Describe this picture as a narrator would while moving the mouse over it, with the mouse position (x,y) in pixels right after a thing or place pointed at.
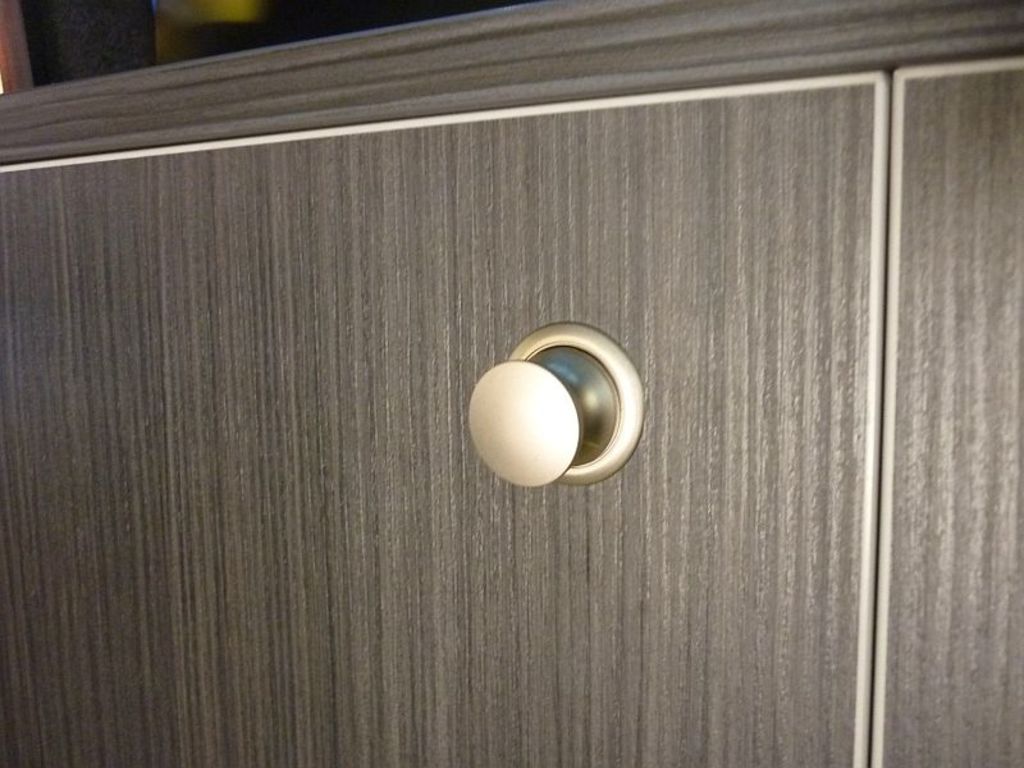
In this image I can see the cupboard (479,443) which is in cream and grey color. And there is a blurred background (202,17).
